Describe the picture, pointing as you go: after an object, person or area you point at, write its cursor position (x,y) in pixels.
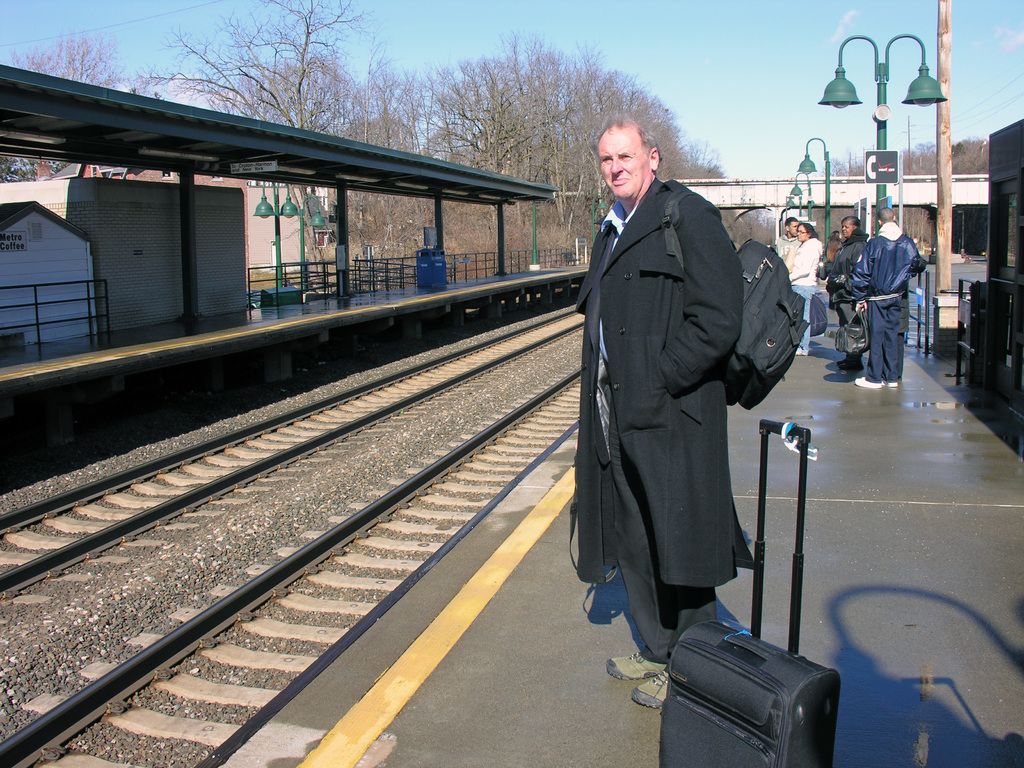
In this picture we can see some people (618,301) are standing on the platform (817,377) and on the platform (826,387) there is a trolley bag (778,664) and poles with lights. On the left side of the people (684,376) there are railway tracks (107,528) and another platform (237,327). Behind the platforms (734,427) there are trees (492,152), buildings (147,209) and sky (648,33).
